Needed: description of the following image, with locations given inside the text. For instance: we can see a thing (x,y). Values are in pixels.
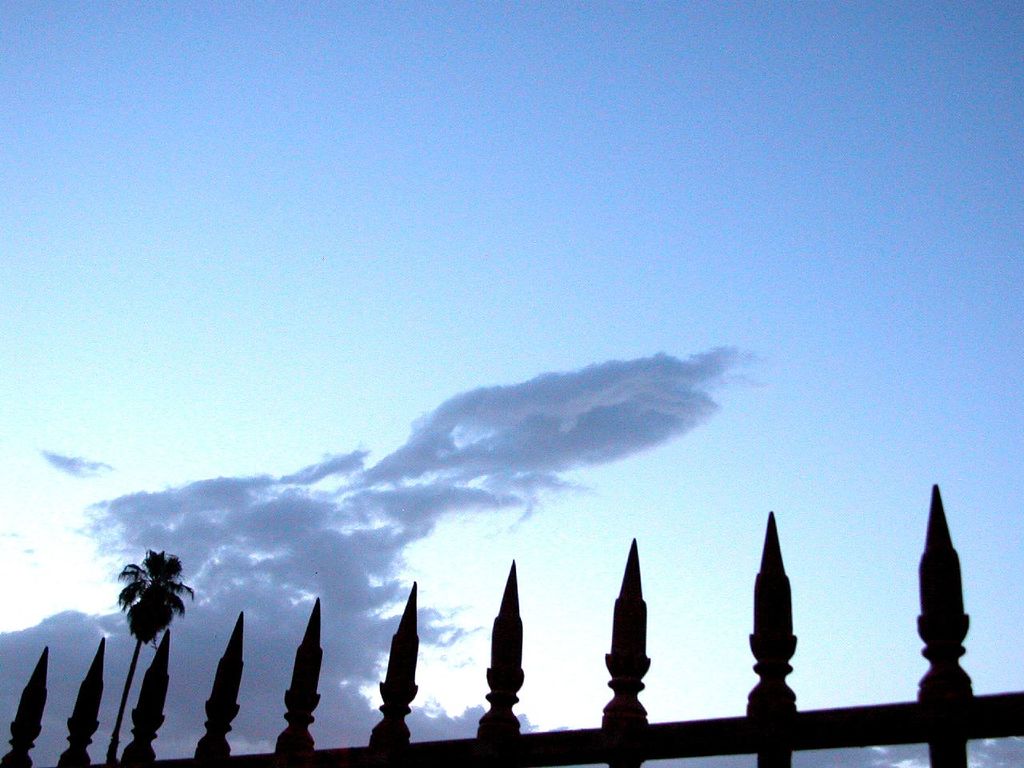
At the bottom (211,702) there is a fence (218,719) and tree (161,598). In the background (388,323) there are clouds (689,383) in the sky (199,398).
